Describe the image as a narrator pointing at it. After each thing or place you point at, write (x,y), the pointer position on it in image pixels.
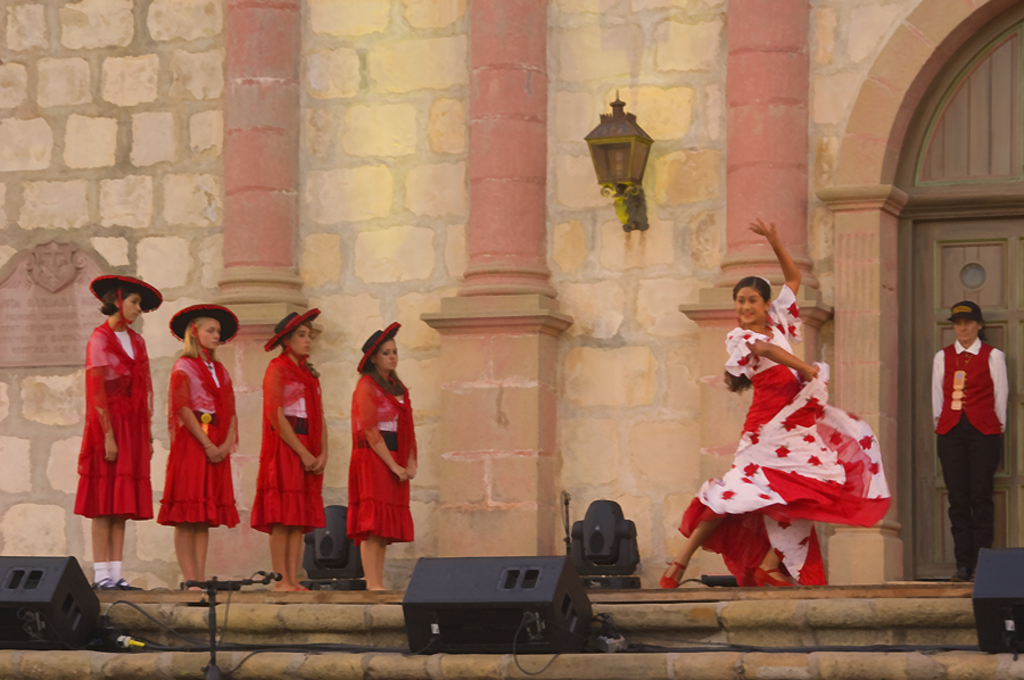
In this image there is a woman (771,447) dancing on the floor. On the left side (212,426) there are four girls (288,432) who are standing one beside the other by wearing the red costume (270,467). In the background (321,127) there is a wall (568,168) to which there is a light (597,135). On the right side (937,379) there is another girl (960,390) who is standing near the door (990,299). At the bottom (11,606) there are speakers (1011,612) and wires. In the middle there is a mic (212,589) at the bottom (224,584).
